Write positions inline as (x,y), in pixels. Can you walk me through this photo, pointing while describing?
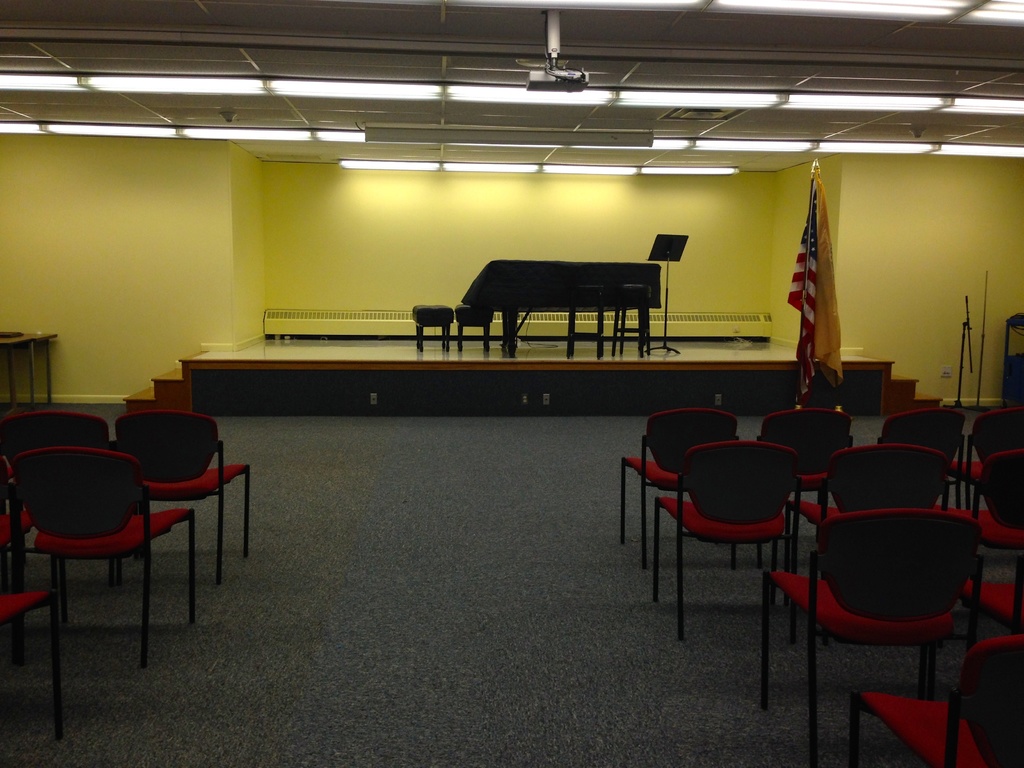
In the image in the center (648,435) we can see few empty chairs (68,507). In the background (509,205) there is a stage (471,387), wall (506,250), staircase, stand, tables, stools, flags (834,330), lights (863,145) etc.
